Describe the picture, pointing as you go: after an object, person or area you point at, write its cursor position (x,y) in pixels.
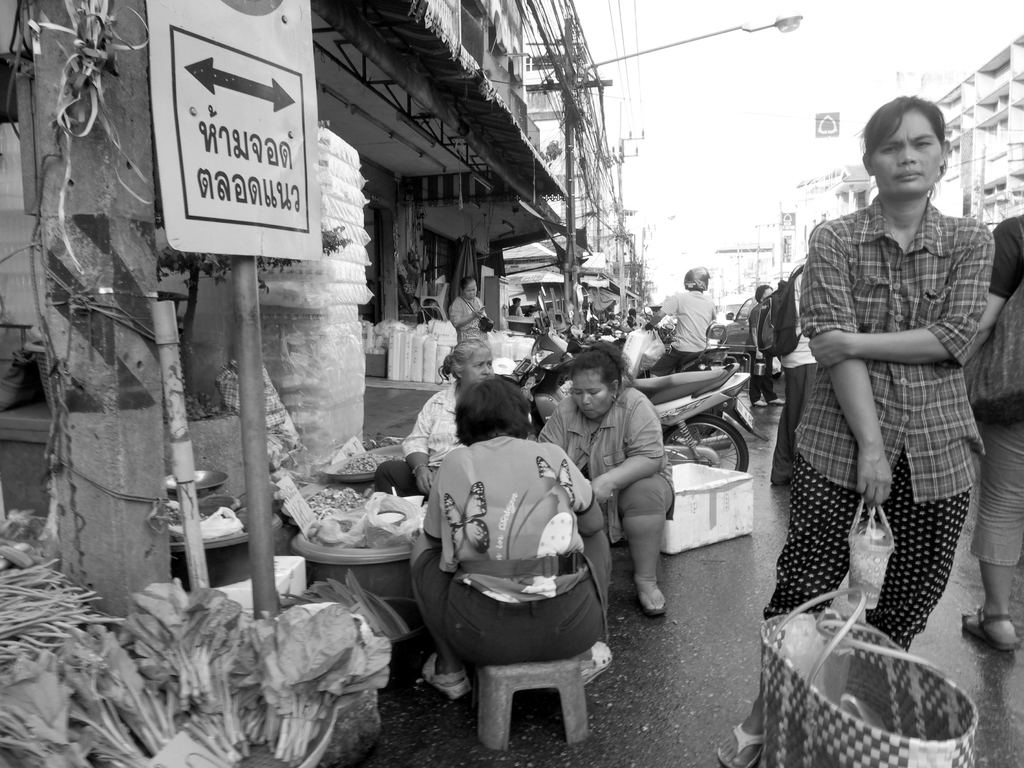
This is black and white image where we can see people (534,520) are sitting and standing on the road (739,662). Left side of the image (214,355) shops (419,326) and buildings (531,245) are there. We can see street light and wires (603,128). Bottom of the image (879,725) one basket (830,724) and vegetables (210,689) are there.
